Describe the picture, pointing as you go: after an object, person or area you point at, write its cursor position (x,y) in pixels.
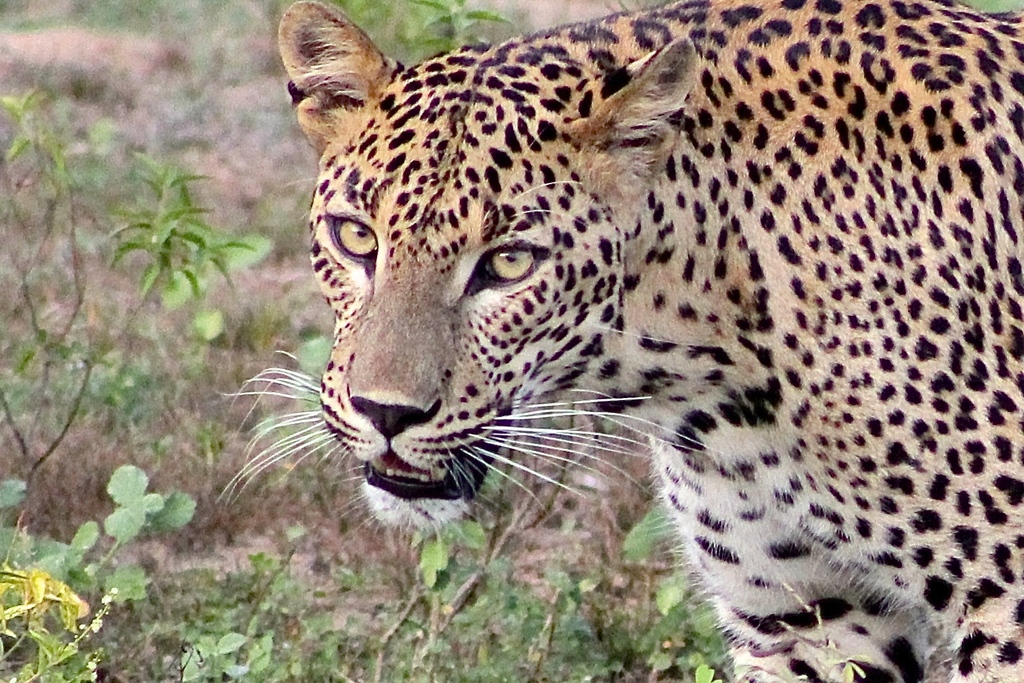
On the right side of the image (809,306) we can see a leopard (818,312). At the bottom (514,577) there are plants (184,290).
